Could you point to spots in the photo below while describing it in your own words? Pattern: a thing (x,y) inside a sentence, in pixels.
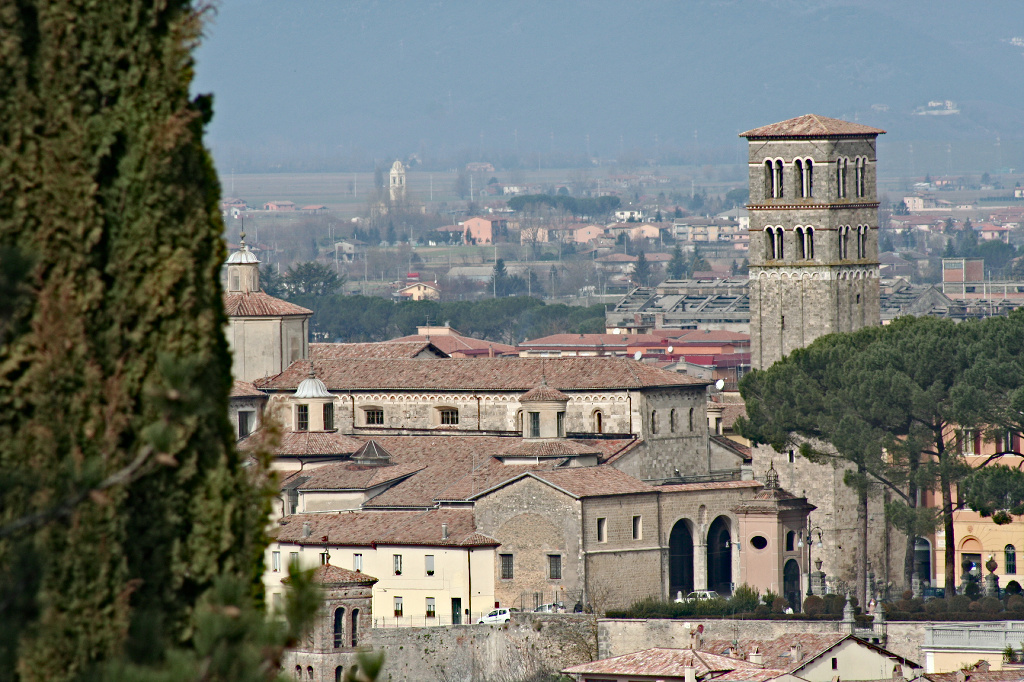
In this picture we can see the roof (461,365) of the building (459,382), monument (778,464) and many buildings (549,355). On the top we can see sky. On the top right corner (895,173) we can see mountain (886,86). Here we can see trees (60,467). On the bottom (543,670) we can see cars (487,620), plants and fencing (556,602).
